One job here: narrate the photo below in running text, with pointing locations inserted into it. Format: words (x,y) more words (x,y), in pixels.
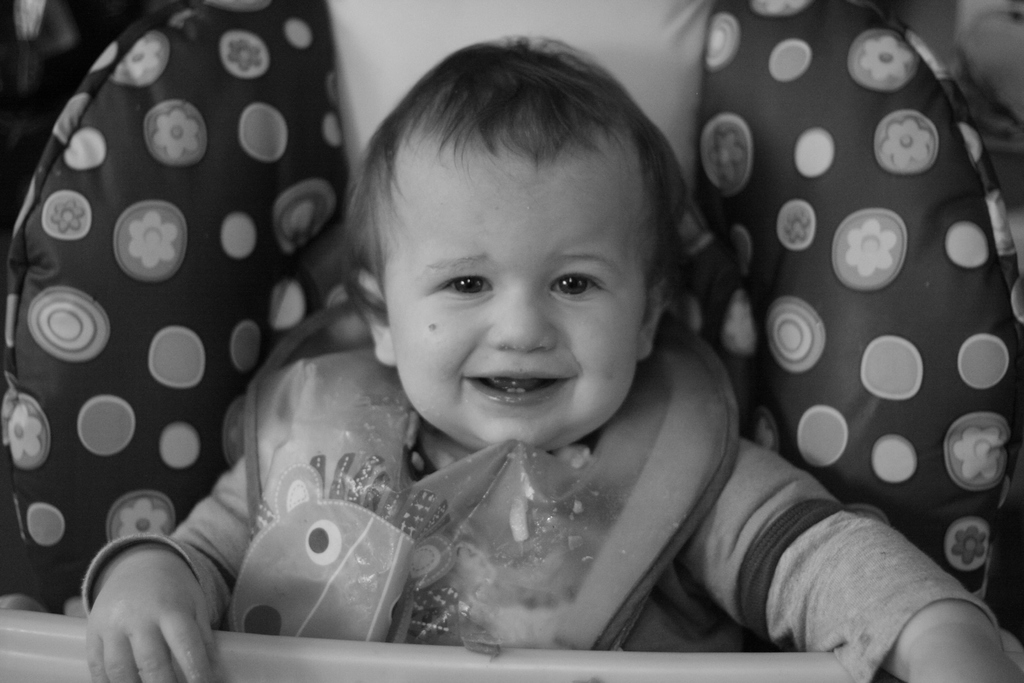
This is a black and white image. In this image there is a baby (255,406) sitting in a baby chair (49,518). He is smiling.
